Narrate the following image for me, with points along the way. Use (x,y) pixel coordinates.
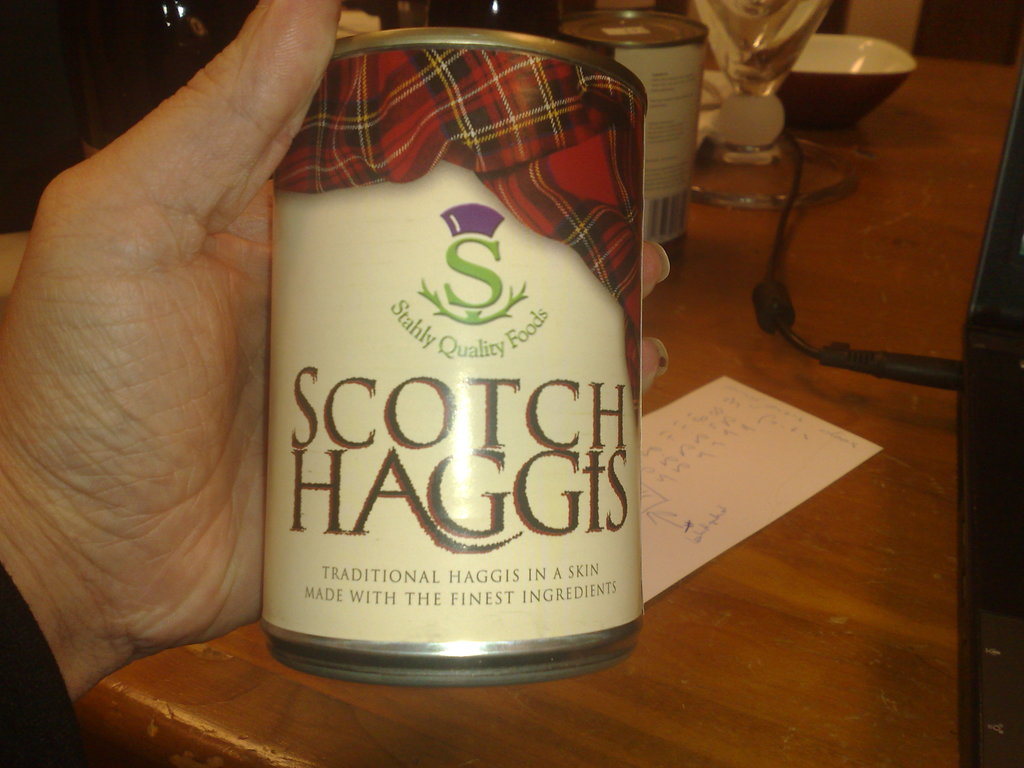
In this image I can see hand (182,256) of a person (219,250) and I can see this person (240,433) is holding a can (589,369), On the can (379,313) I can see something is written. In the background (769,358) I can see a table (765,362) and on it I can see a black colour wire (862,367), a paper (759,401), one more can (635,52), a glass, a bowl (795,82) and on the paper (714,449) I can see something is written.
